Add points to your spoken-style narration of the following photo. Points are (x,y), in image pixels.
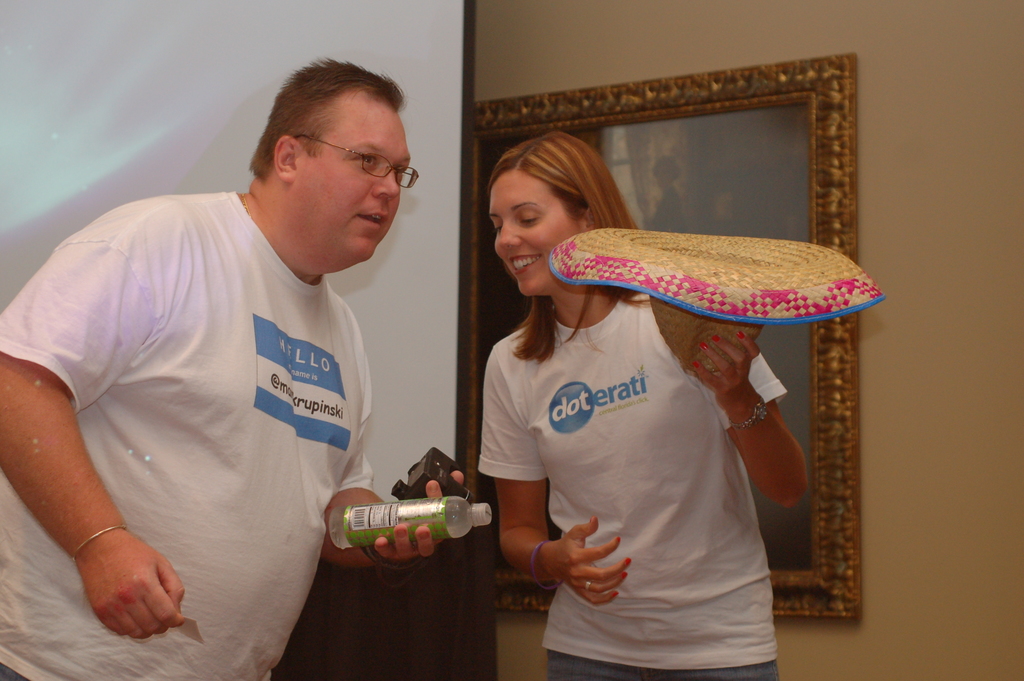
In this picture there is a man (383,208) and woman (534,339) smiling and the man (344,554) has water bottle (390,508) in his left hand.
